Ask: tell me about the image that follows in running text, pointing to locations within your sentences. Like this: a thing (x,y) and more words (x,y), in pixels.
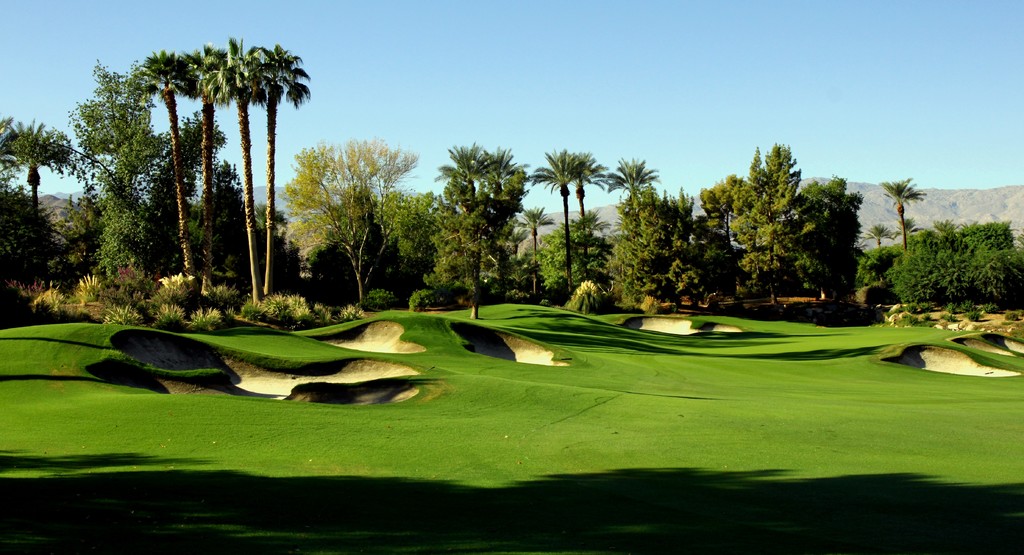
In this image I can see grass (454,462), plants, trees (219,269), mountains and the sky (403,141). This image is taken may be in a park (612,425) during a day.
